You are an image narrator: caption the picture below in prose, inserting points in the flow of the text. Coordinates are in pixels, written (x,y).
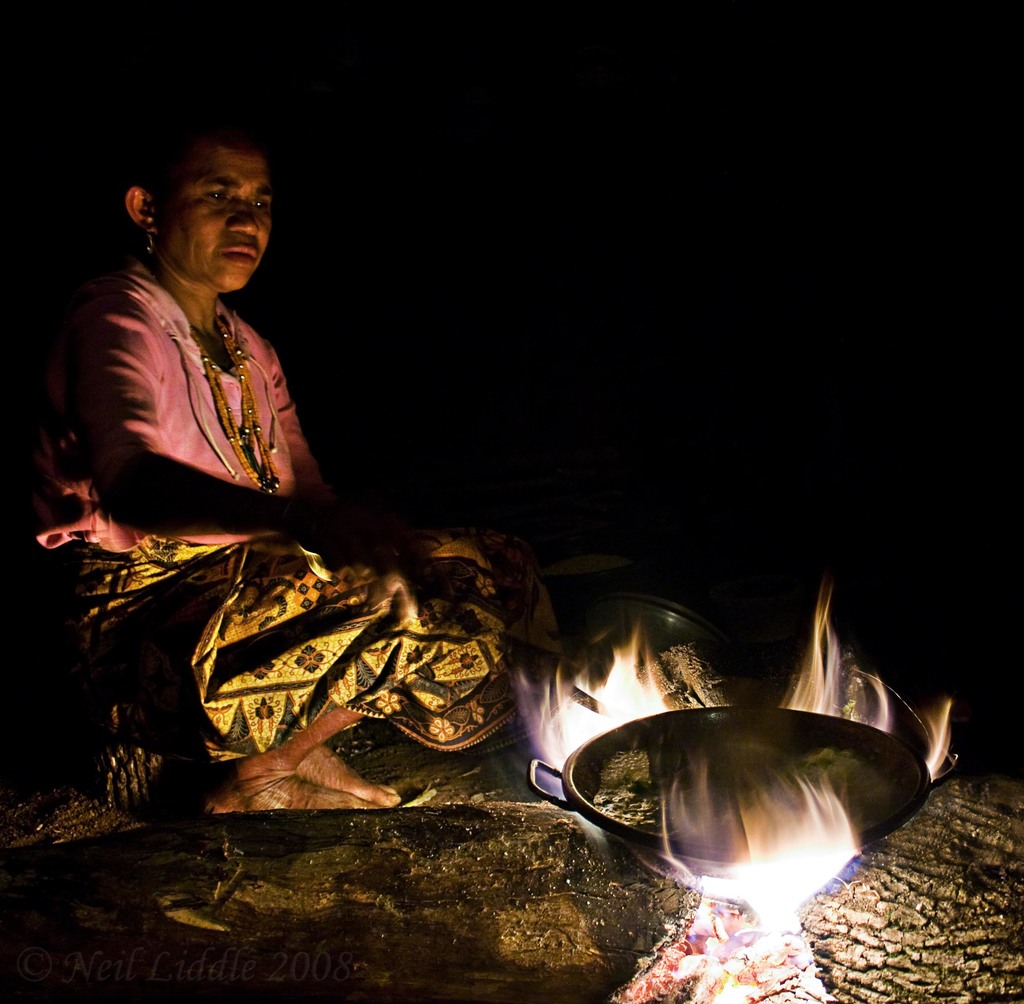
In the bottom right corner of the image (806,795) there is fire (751,802), on the fire (669,978) there is a bowl (796,795). In the middle of the image (345,595) a woman (205,686) is sitting and holding a spoon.
